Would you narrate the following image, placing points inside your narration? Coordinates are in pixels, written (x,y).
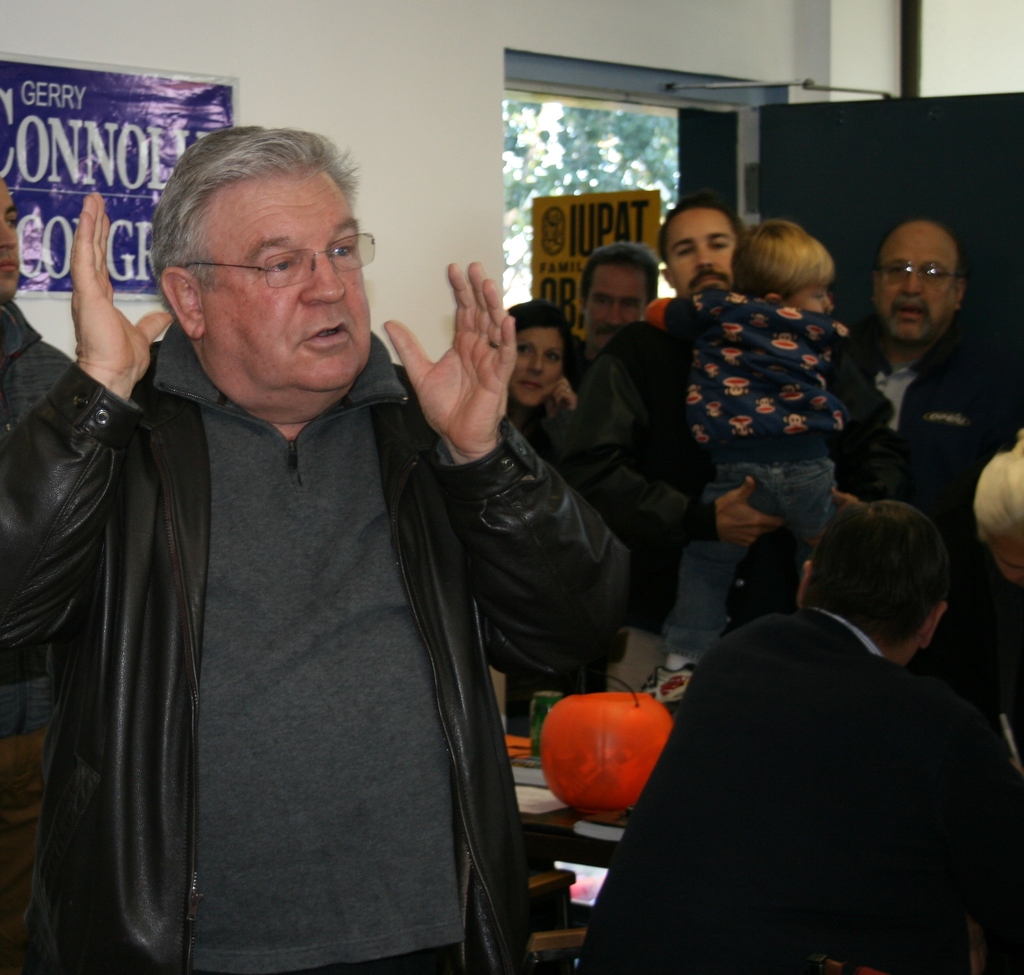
There is an union of IUPAT and a man (259,704) is standing and speaking something and behind them there are some other people (636,293) standing beside the door (779,179) and in a background (298,96) there is a wall (261,103).
